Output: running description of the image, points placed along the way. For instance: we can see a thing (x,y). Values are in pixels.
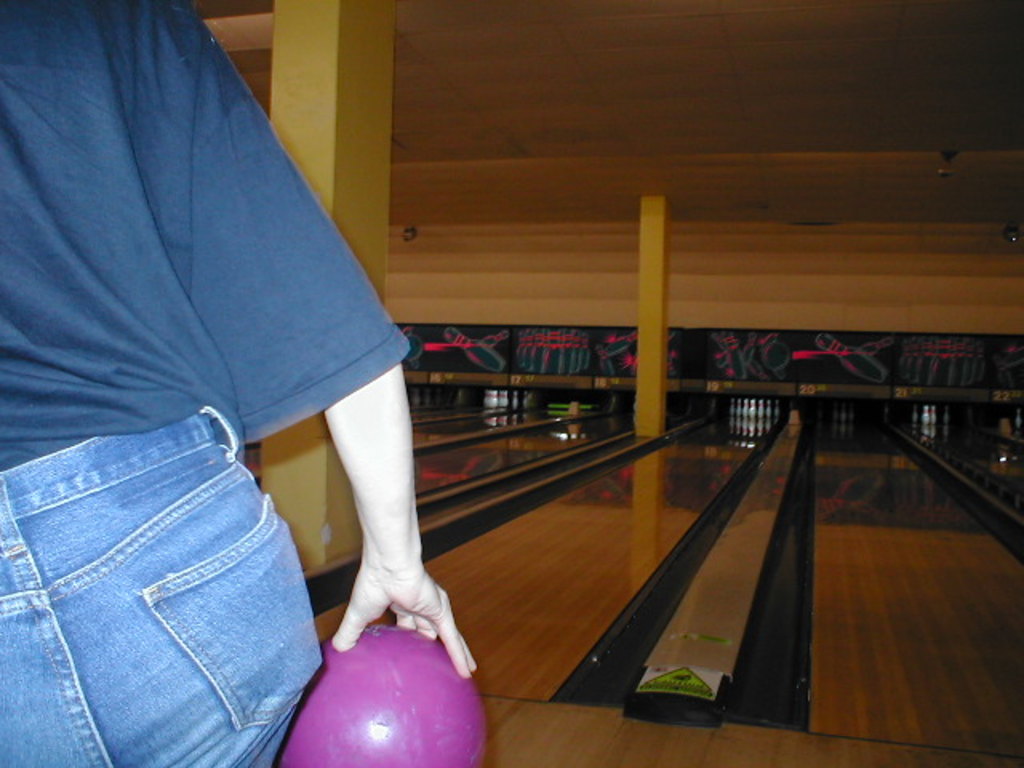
In this picture there is a man (114,191) who is standing on the left side of the image (180,490), by holding a ball (410,690) in his hand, he is playing the game called ten pin bowling.
